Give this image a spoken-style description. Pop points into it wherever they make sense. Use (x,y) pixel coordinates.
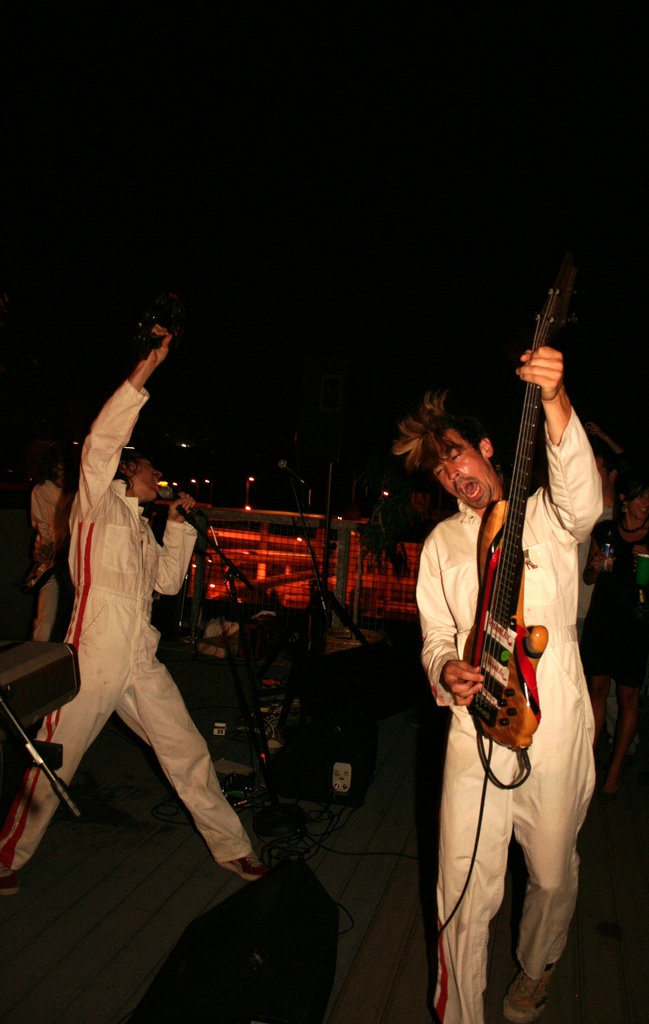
There are two main people (185,496) in the picture and the one is holding the mike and raising his right hand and the other guy (469,478) is holding a musical instrument (510,698) playing it. They are in the same color dress (114,648).
